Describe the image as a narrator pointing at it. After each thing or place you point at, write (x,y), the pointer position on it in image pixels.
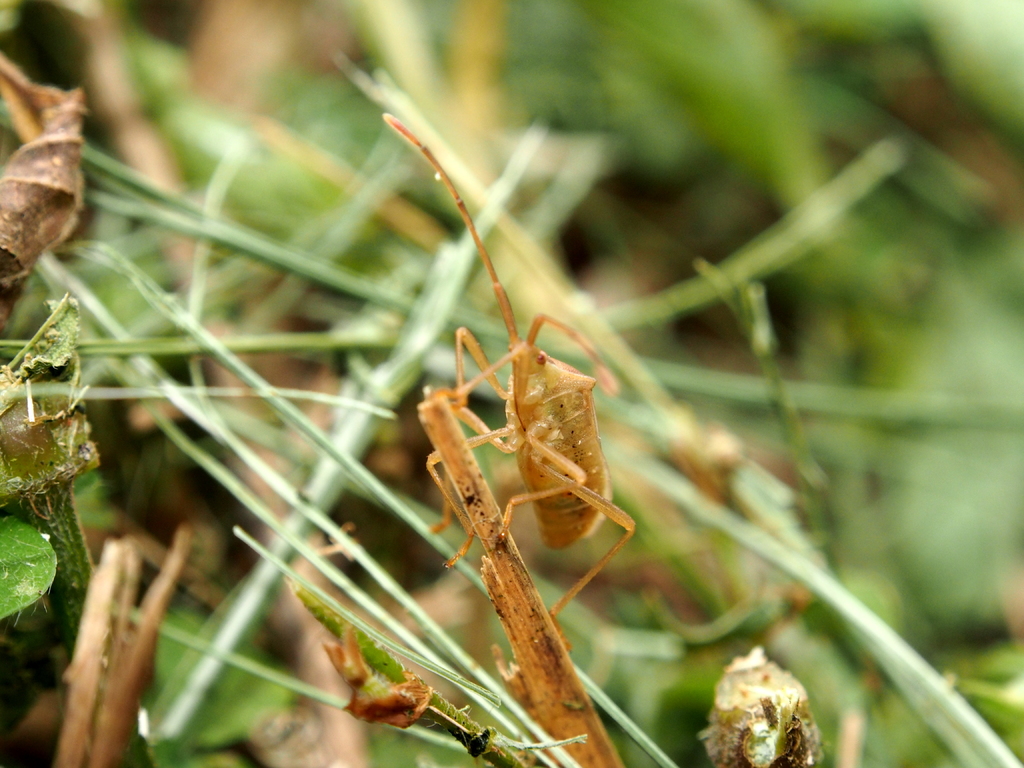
In this image I can see a stick (466,482) on which there is a brown color insect (517,444). In the background (268,332) I can see the stems (54,262) and I see that it is blurred in the background (746,185).
